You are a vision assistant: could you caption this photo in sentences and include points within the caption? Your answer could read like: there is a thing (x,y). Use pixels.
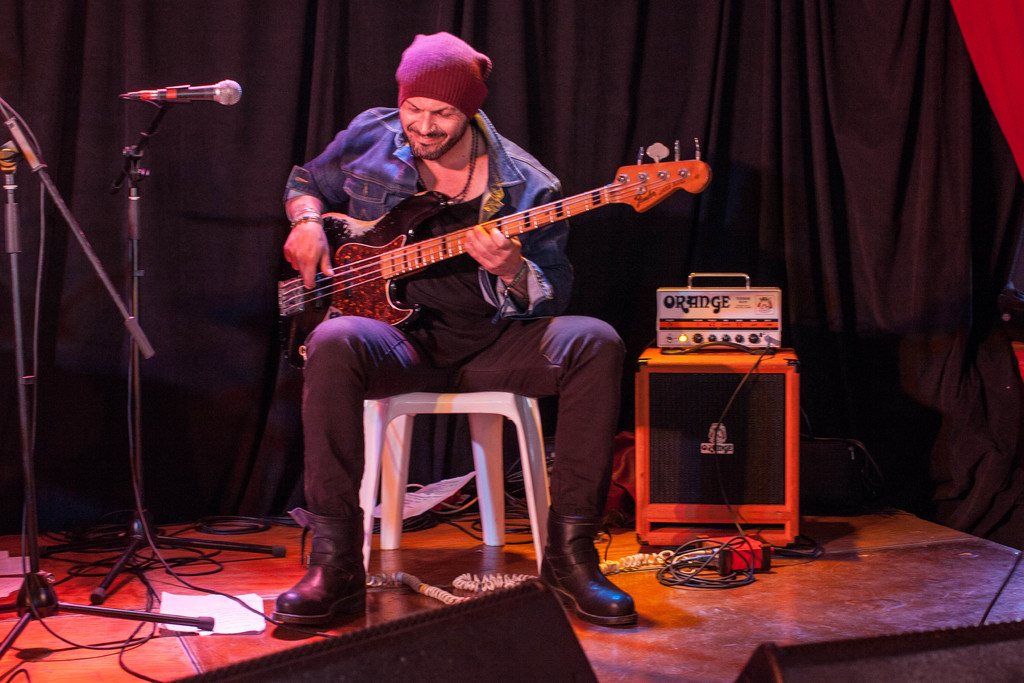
In this image I can see the person (415,371) holding the guitar (449,248). To the left (171,94) there is a mic (203,100) and to the right (785,409) there is a sound box (758,378). In the background (389,72) there is a cloth (570,115).
